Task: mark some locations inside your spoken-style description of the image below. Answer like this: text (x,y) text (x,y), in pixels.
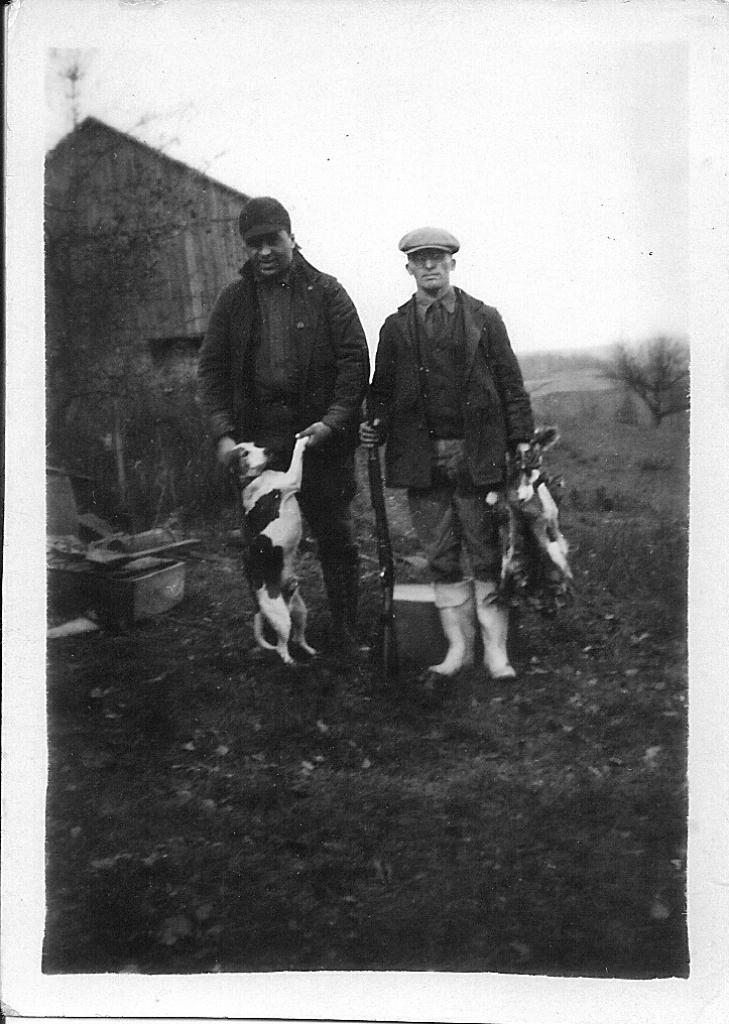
In this image there is a man (305,406) standing and holding a dog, another man (500,444) standing by holding a animal (552,430) and in back ground (626,506) there is house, tree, grass (449,861), sky (334,271).
